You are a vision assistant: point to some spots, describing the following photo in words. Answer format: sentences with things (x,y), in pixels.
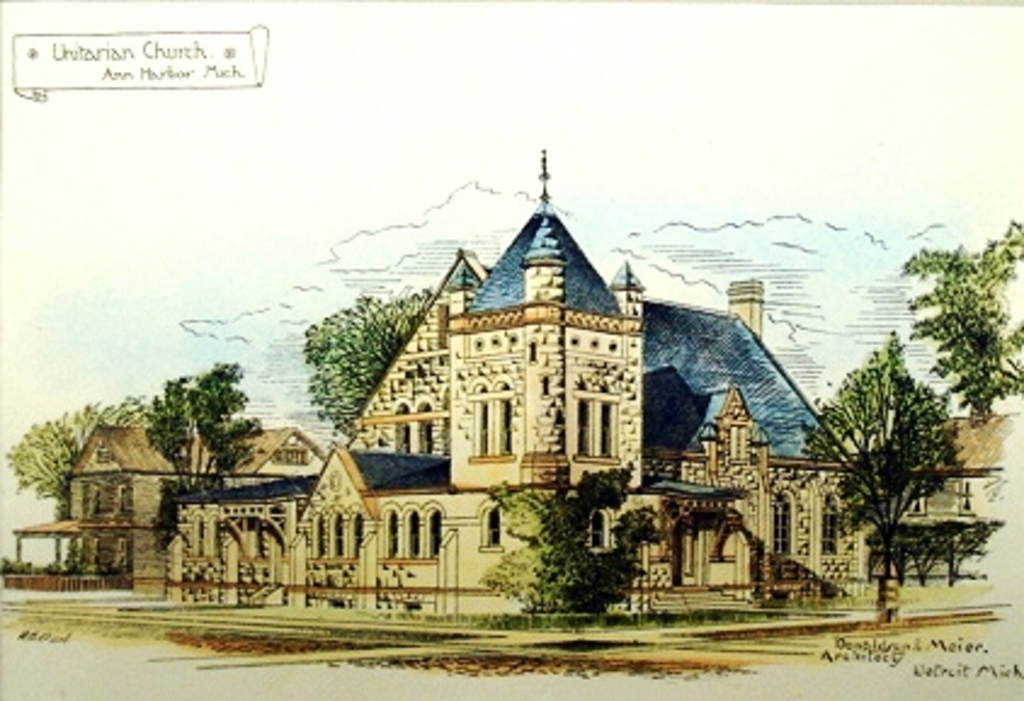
This is a painting, in this image in the center (548,461) there are buildings (364,473), trees (879,431). At the bottom (378,648) there is walkway (703,648) and grass (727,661), and in the bottom right hand corner (925,662) there is text (880,654) and at the top left hand corner (129,60) there is text (126,75).
